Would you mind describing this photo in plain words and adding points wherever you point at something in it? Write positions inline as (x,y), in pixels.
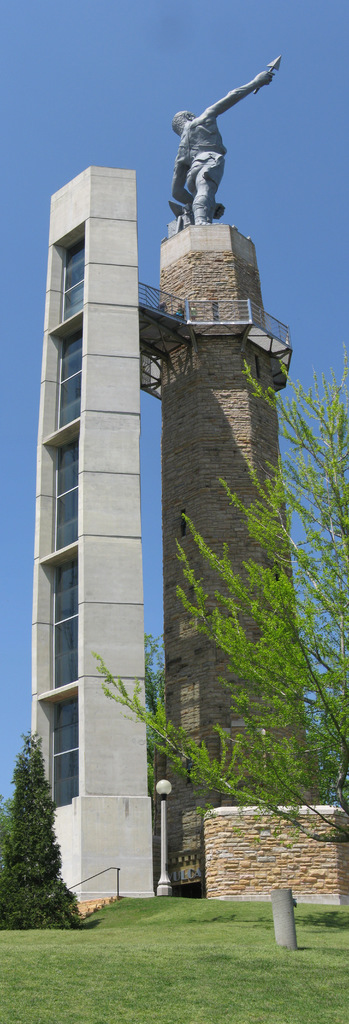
In this image I can see the building (79,525) which is ash and blue in color and a tower (200,530) which is brown in color and on the tower (208,232) I can see a statue (221,143) of a person (211,145). I can see few trees (3,825), some grass (103,955), few stairs (100,902), a pole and in the background (103,129) I can see the sky (103,65).
